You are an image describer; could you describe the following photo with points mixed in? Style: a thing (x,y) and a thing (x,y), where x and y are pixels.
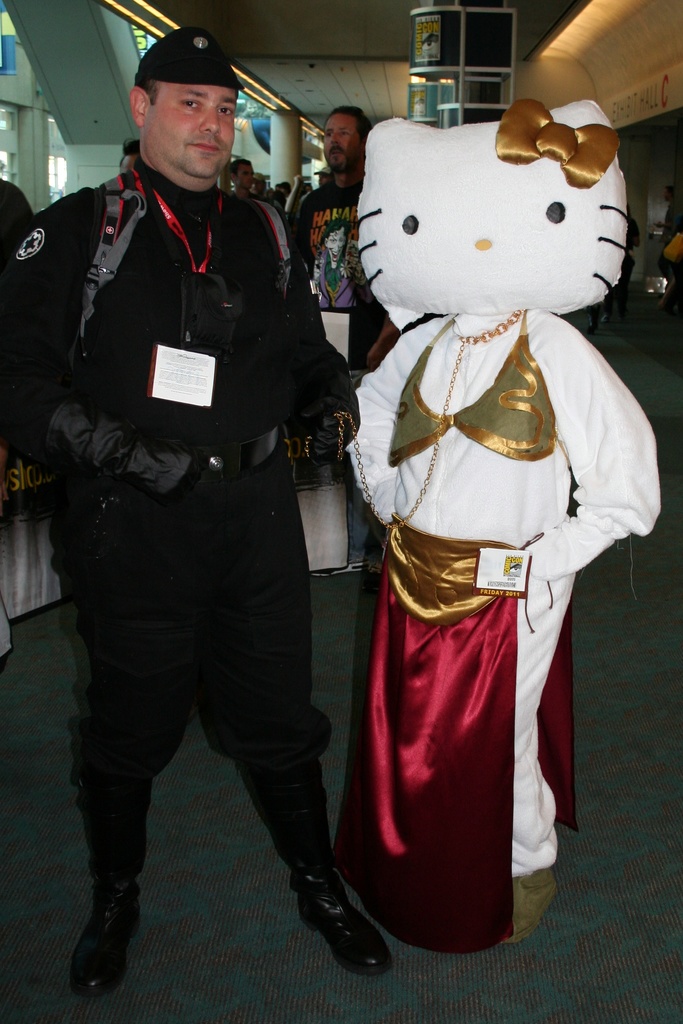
In the picture we can see a man (6,337) standing on the floor (579,975), he is wearing a black color jacket (124,511), trouser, cap (229,83) and ID card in his neck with a tag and beside we can see a person (481,469) with a doll costume (454,848) and in the background (295,226), we can see some people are standing and we can also see some pillar (277,142) and to the ceiling (322,79) we can see some light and beside we can see some shop (625,103).
